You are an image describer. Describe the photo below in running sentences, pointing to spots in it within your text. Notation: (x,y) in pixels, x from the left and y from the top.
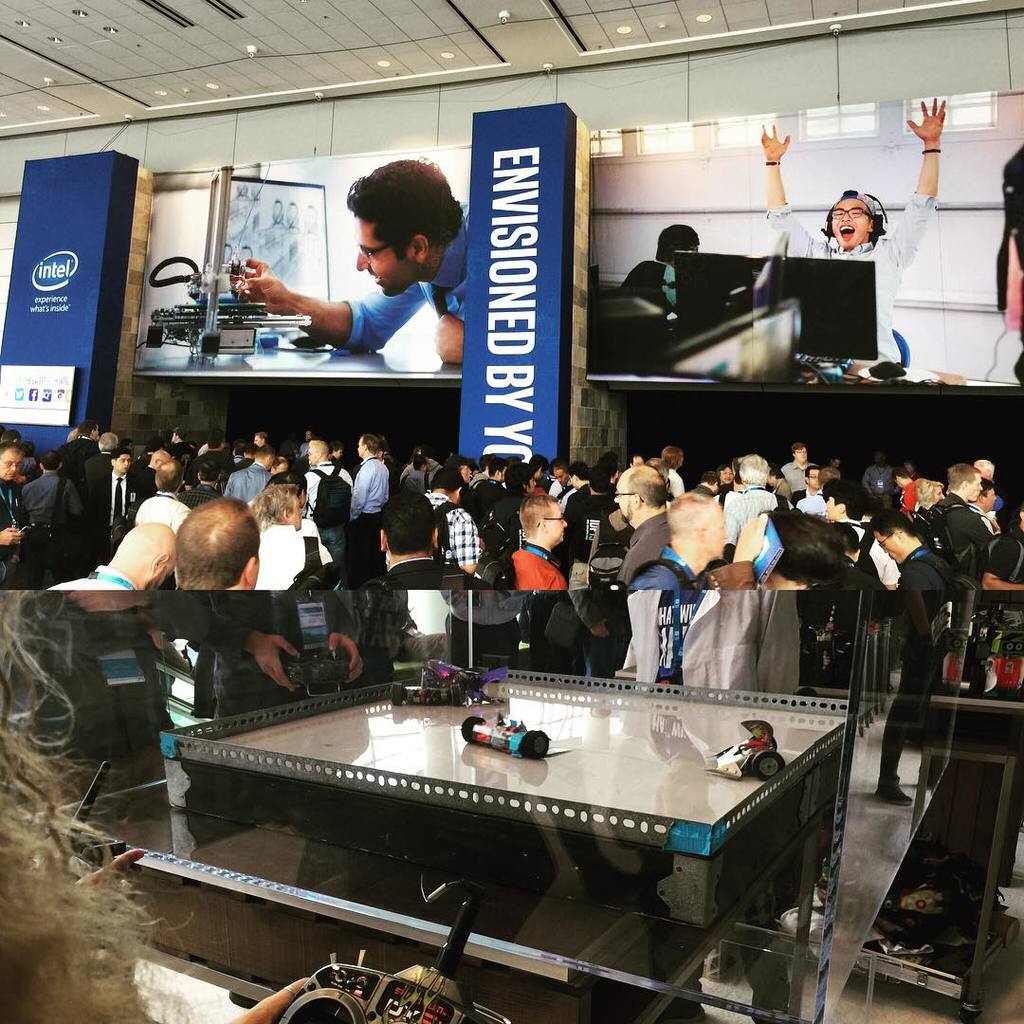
This is a photo, we can see some people (456,613) standing.
